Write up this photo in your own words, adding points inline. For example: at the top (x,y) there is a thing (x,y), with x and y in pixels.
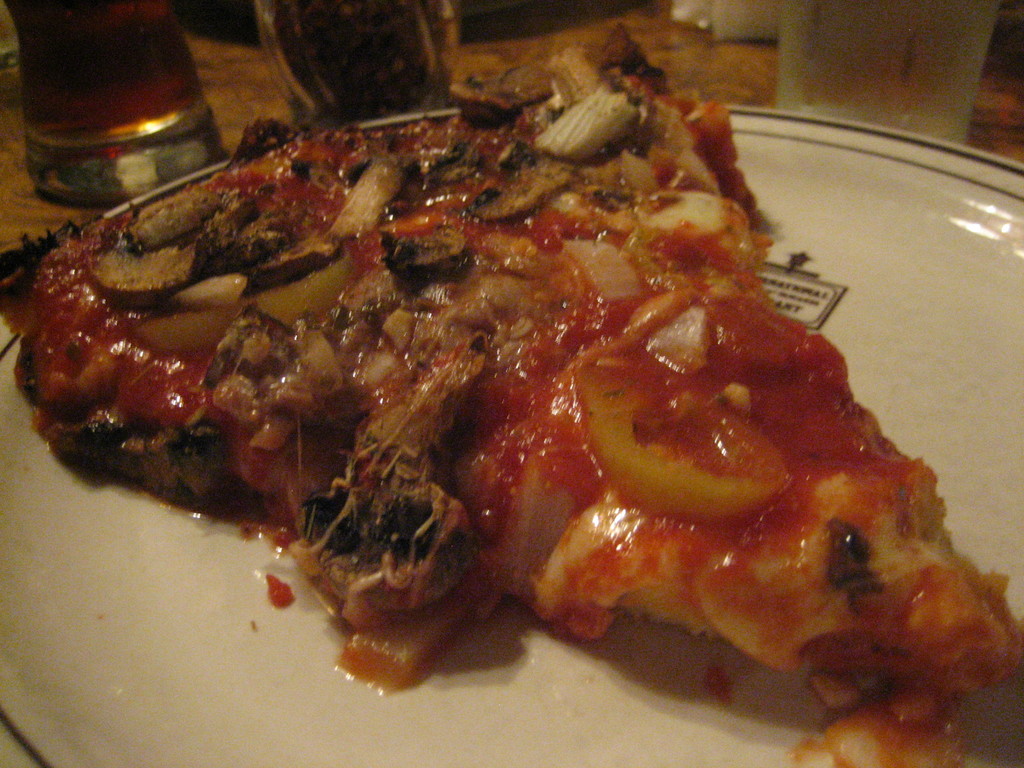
In this image I can see the plate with food (761,341). The plate (779,257) is in white color and the food (378,298) is colorful. To the side I can see the glasses (74,89). These are on the brown color surface (646,6).
